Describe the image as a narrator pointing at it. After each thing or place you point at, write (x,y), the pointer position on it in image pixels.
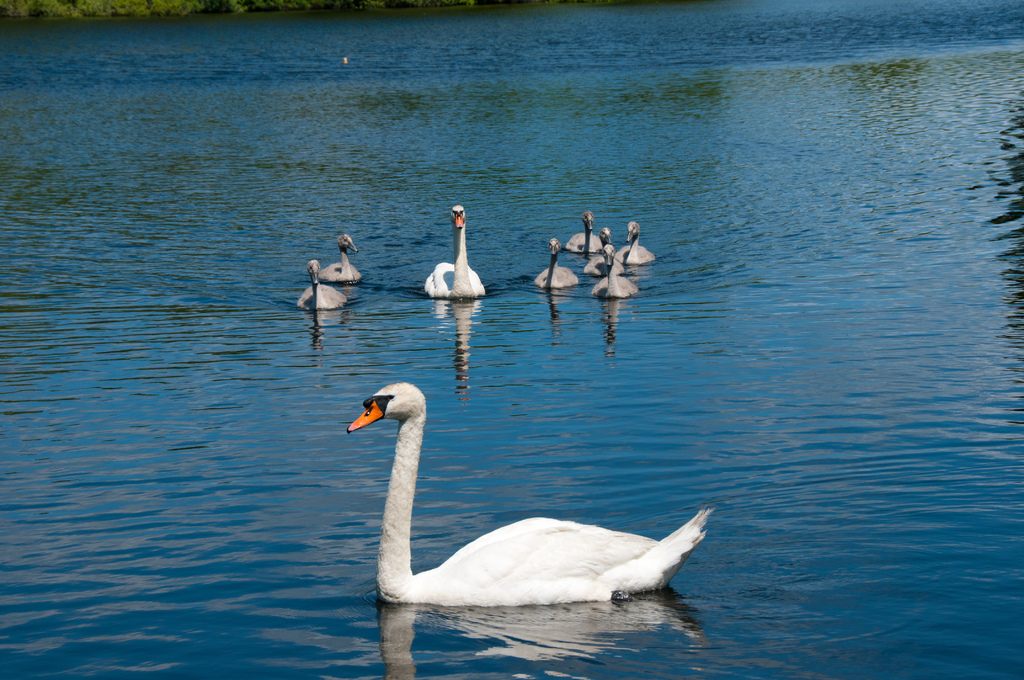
In this picture there is a swan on the water (662,471) at the bottom side of the image (549,557) and there are other swans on the water (489,190) in the center of the image (464,281) and there is greenery (97,1) at the top side of the image (53,10).
